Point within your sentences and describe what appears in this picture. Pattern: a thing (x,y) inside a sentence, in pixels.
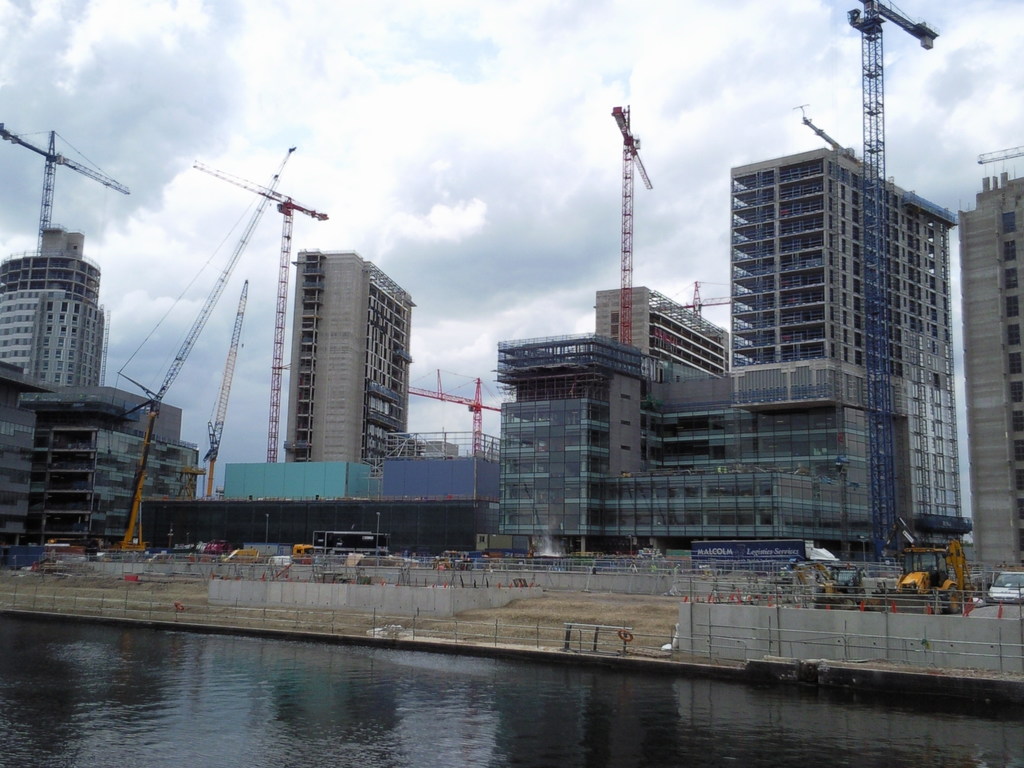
In this image I can see the water (351,734). I can see some vehicles (928,577) on the road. In the background (474,539), I can see the buildings (532,406) and clouds (372,92) in the sky (360,124).
